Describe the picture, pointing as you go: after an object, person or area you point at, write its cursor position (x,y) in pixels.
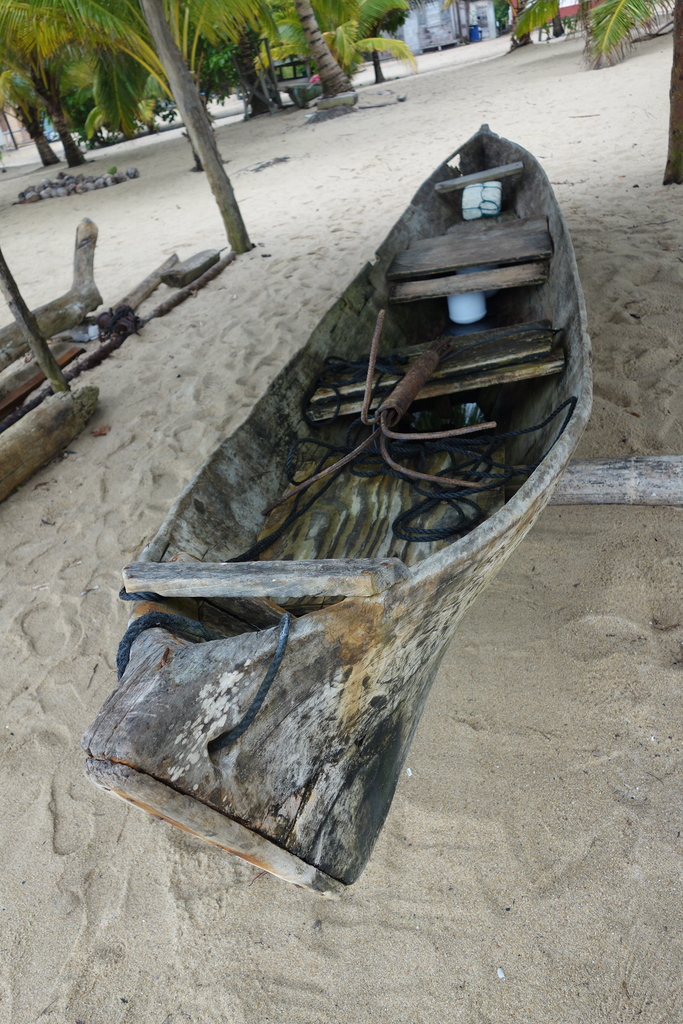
In this image we can see a boat (283,456) on the ground (513,638), there are some objects (455,310), and a rope (389,372) on the boat (278,511), there are trunks (75,285), trees (76,154), stones (44,189), also we can see the house (439,37).
